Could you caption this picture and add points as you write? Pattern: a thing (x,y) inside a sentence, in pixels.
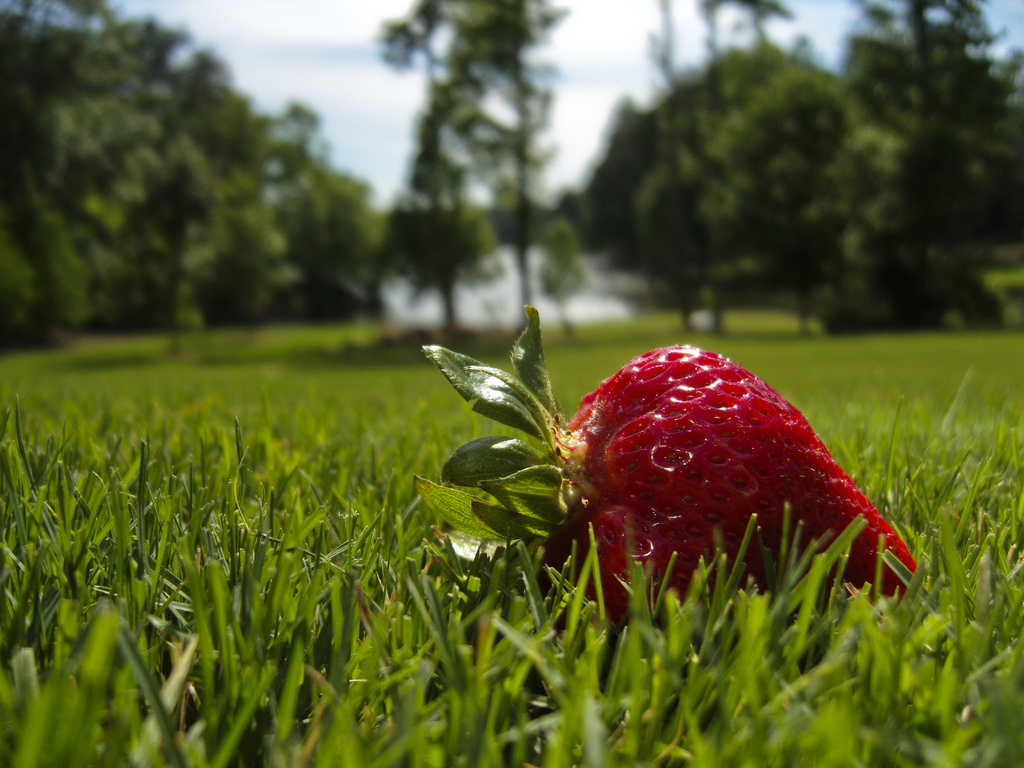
In this image there is a strawberry (692,459) on the surface of the grass (754,667). In the background (701,188) there are trees (422,188).
